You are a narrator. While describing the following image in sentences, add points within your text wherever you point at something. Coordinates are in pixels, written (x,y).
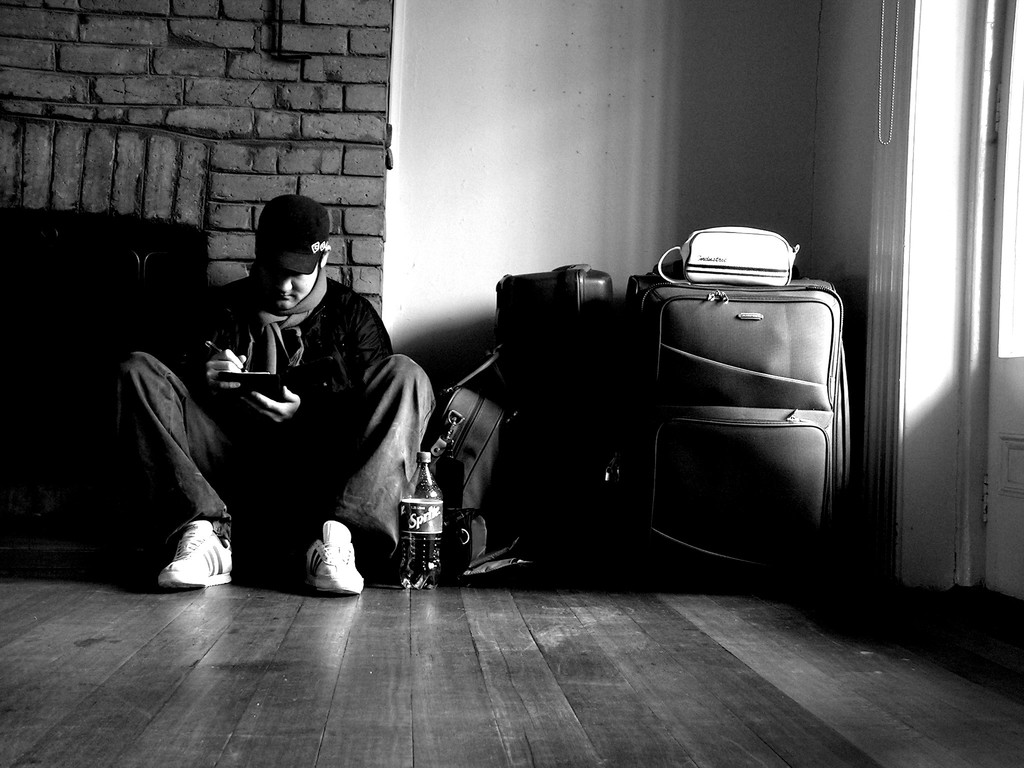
In this picture we can see a man (325,565) is seated on the ground (246,634) in front of him we can find a bottle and some baggage (727,528), in the background (567,261) we can see a wall (504,161).
